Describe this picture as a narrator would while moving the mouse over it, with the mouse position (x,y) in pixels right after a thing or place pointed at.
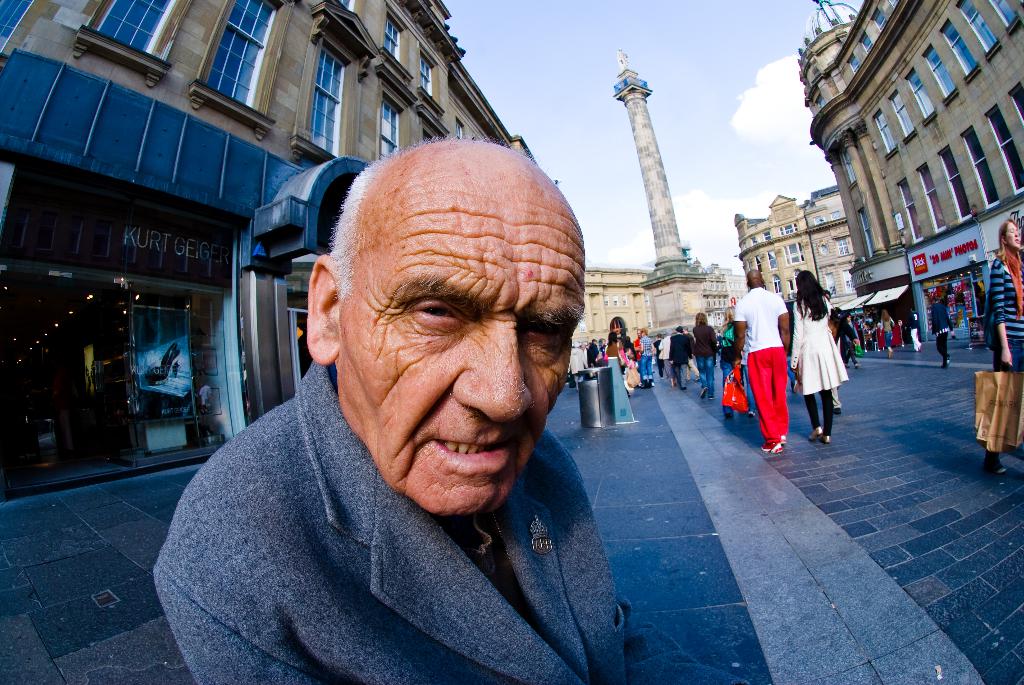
The old man (269,443) at the bottom of the picture (402,577) wearing a grey jacket (304,550) is looking at the camera. Behind him, we see many people (723,350) walking on the road (838,426). On either side of the road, we see buildings (383,140). In the middle of the picture (654,286), we see a tower (683,311). At the top of the picture (708,69), we see the sky (568,51). This picture is clicked in the city (654,333).
